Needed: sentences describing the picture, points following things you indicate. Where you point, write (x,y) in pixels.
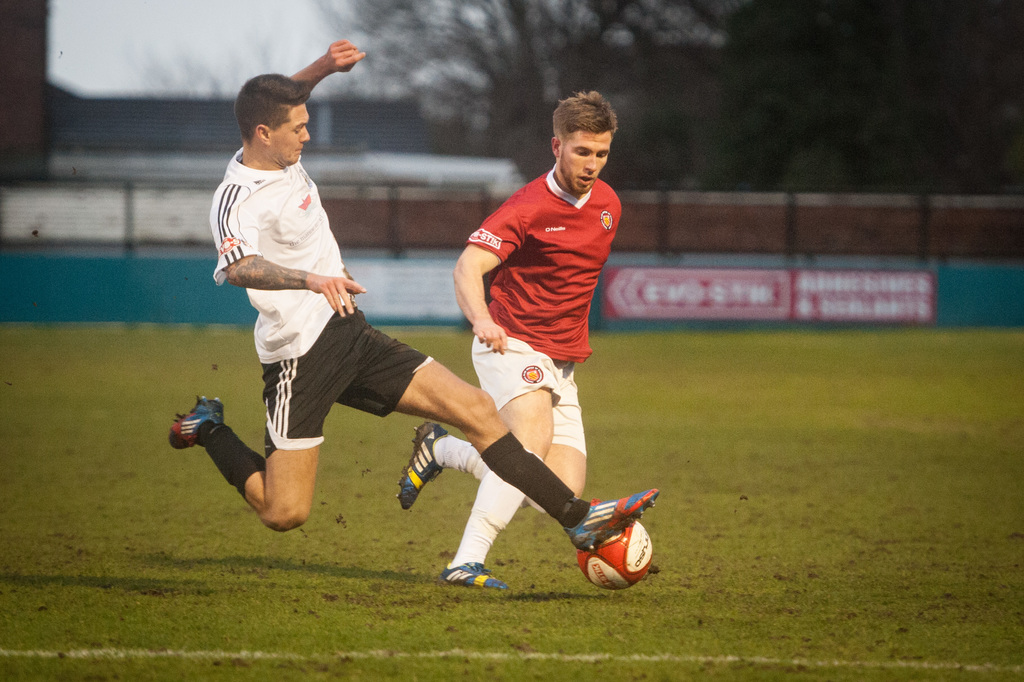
As we can see in the image there are trees (808,83), fence (796,249), banner (798,273) and two people (476,275) playing with ball (627,544).
